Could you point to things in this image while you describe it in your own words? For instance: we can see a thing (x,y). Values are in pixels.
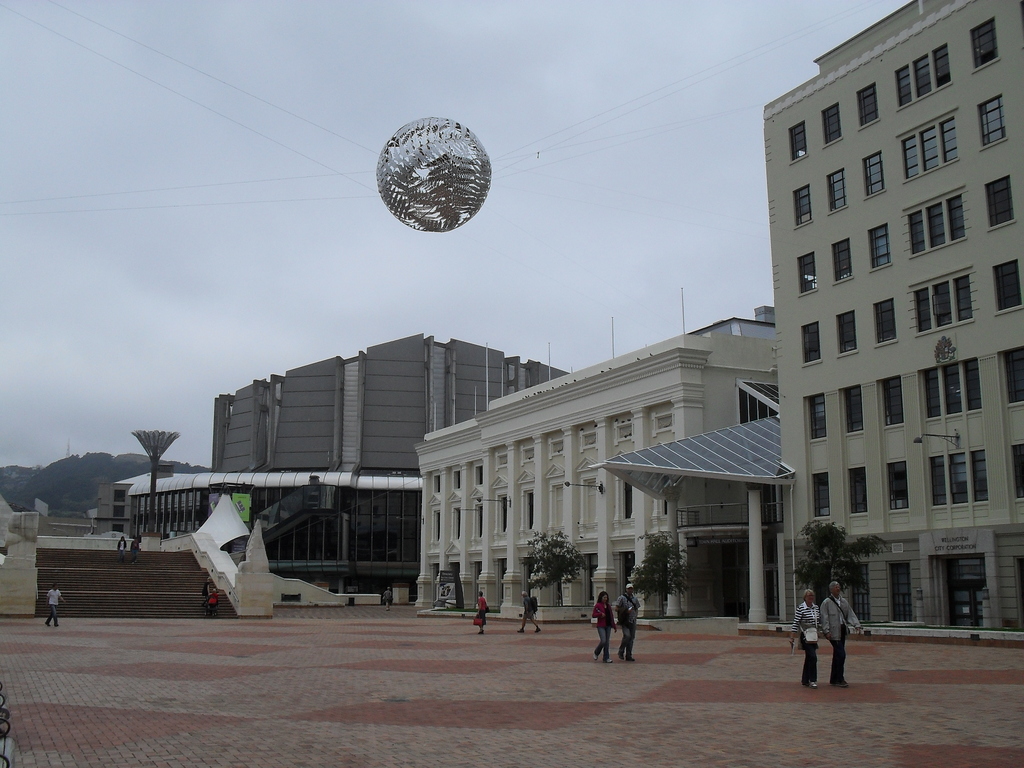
In this picture I can see there are few people (628,620) walking and there are few buildings (574,440) at right side (841,405) and there are few stairs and there is a ball (437,139) and it is attached with ropes (68,36), there are a few stairs (132,596) at left side (160,568), there is a mountain (90,480) in the backdrop (96,467) and the sky (598,298) is cloudy.
